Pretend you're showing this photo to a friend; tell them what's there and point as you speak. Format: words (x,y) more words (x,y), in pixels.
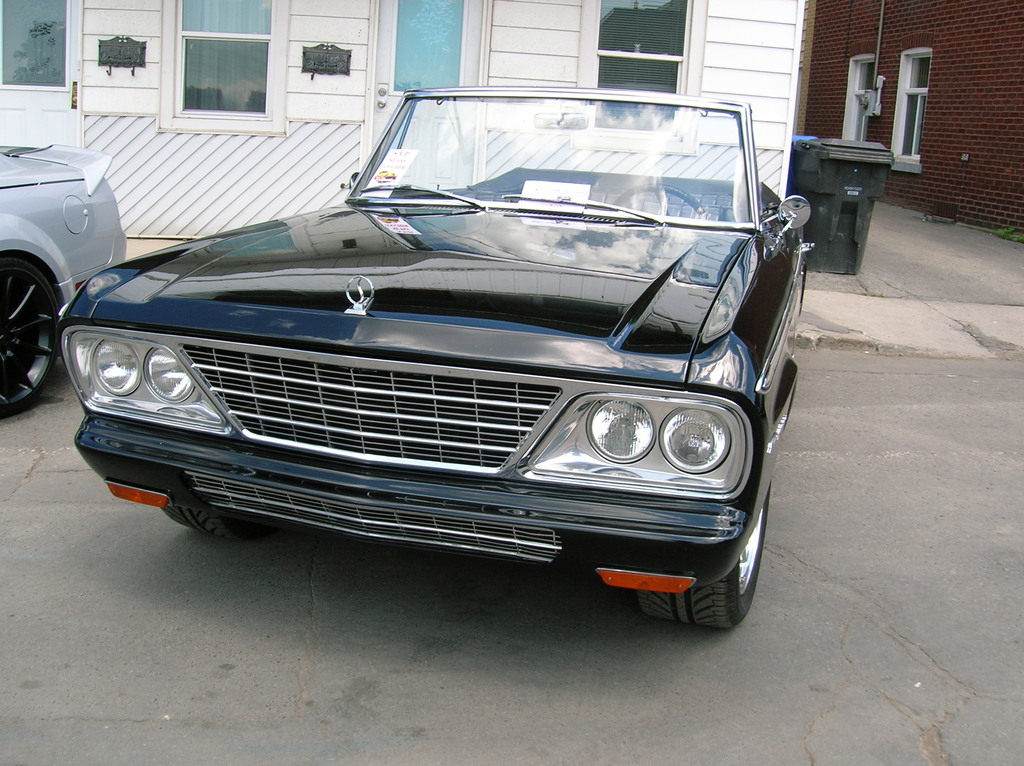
In this image I can see two vehicles (194,392) visible on the ground (573,599), at the top (501,72) I can see the building (599,77) and I can see a black color container (814,171) visible in front of the wall (819,121) and I can see windows (661,58) on the wall (969,113).
